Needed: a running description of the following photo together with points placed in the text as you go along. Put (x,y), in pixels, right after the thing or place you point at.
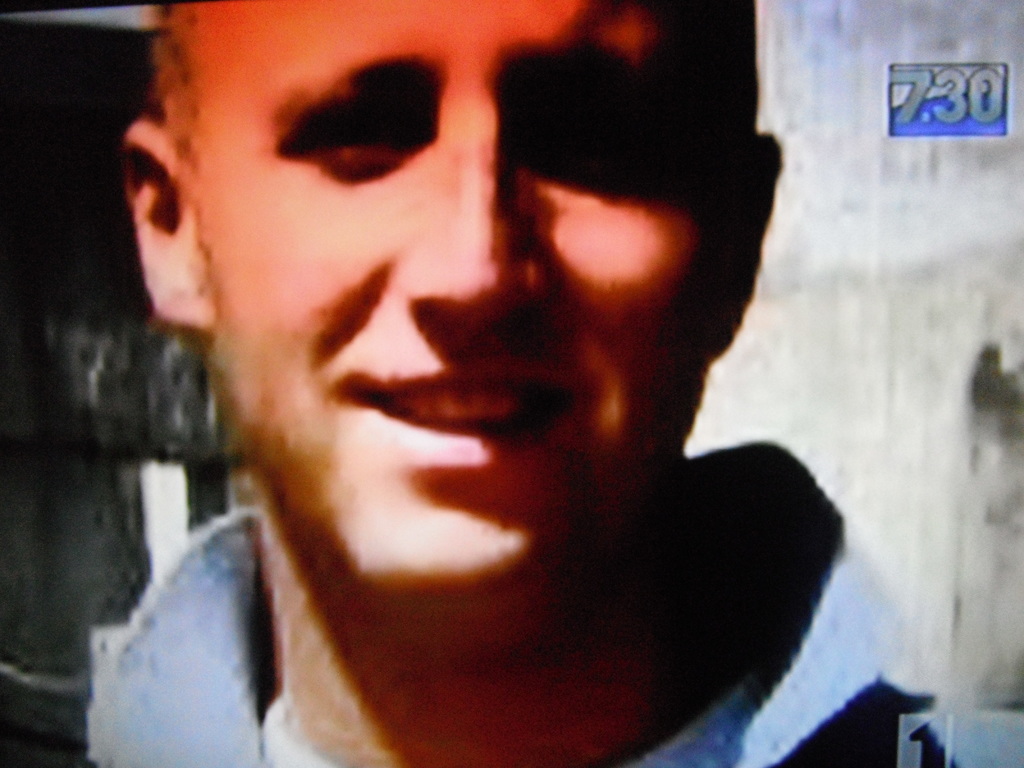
This is a close up image of a man (420,640) wearing clothes (765,725) and he is smiling. In the background (886,378), we can see a wall (926,324) and number (970,106) on it.
